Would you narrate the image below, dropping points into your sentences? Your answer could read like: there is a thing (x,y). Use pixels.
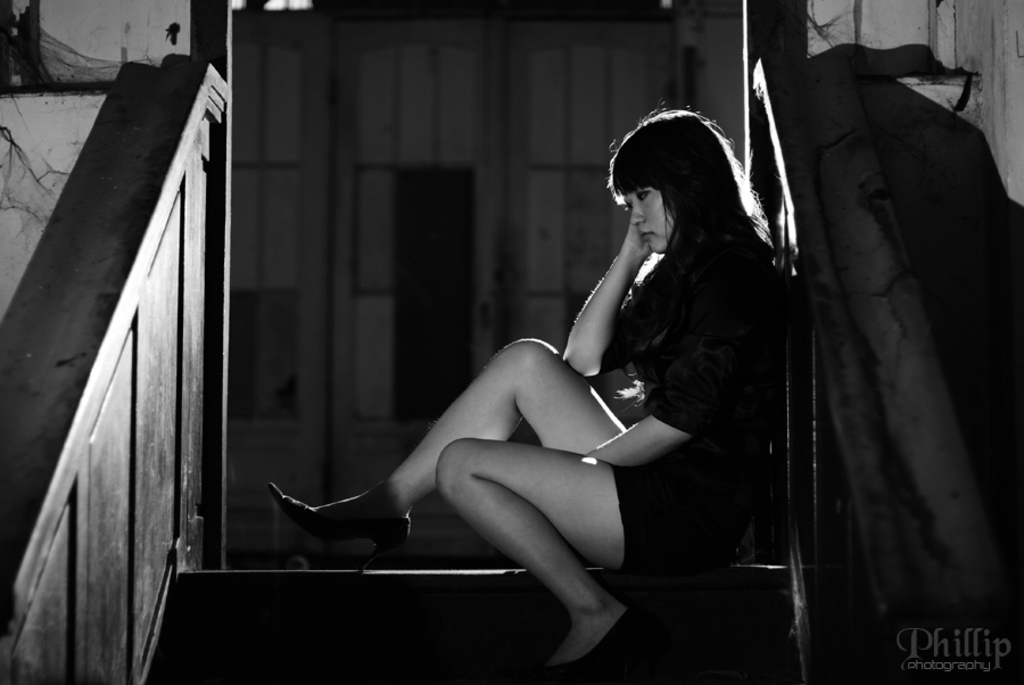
In the foreground (759,262) I can see a woman (532,449) is sitting on a staircase (787,442). In the background (344,177) I can see a house (60,33) and a door (456,233). This image is taken may be during night.
